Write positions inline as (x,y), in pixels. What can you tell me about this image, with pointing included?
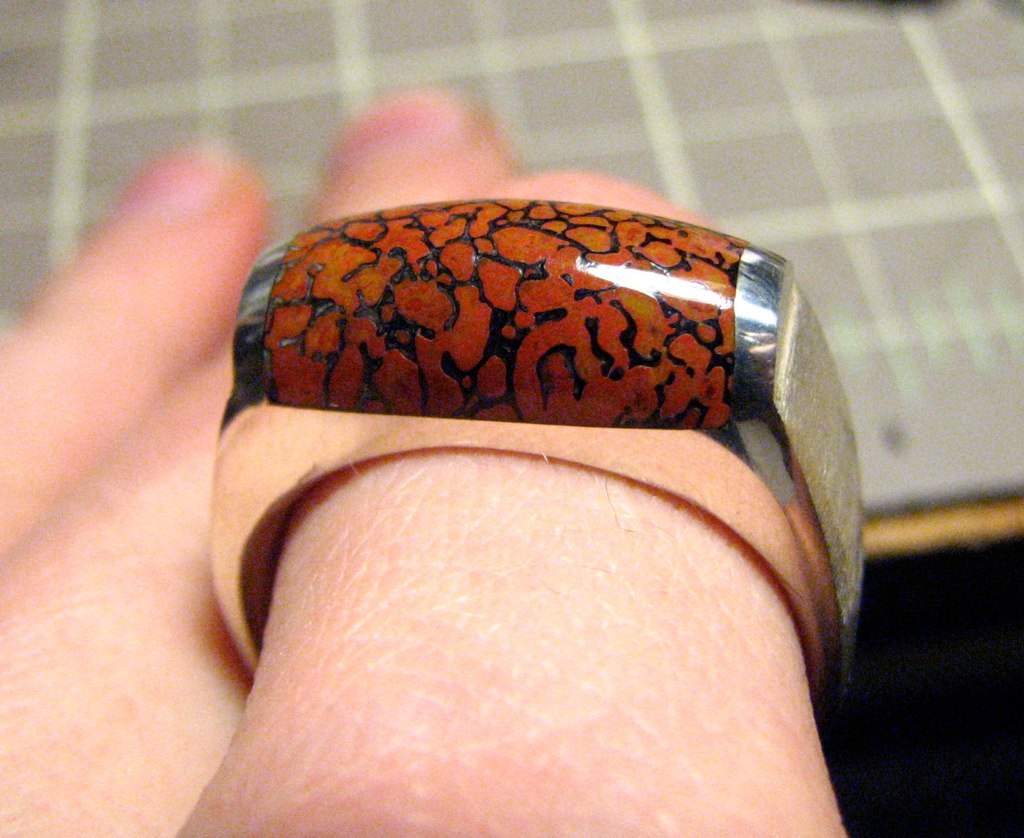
In this image I can see a person's hand (198,674) and there is a ring (386,341) to a finger (500,691). In the background (877,264) there is an object (899,299).
